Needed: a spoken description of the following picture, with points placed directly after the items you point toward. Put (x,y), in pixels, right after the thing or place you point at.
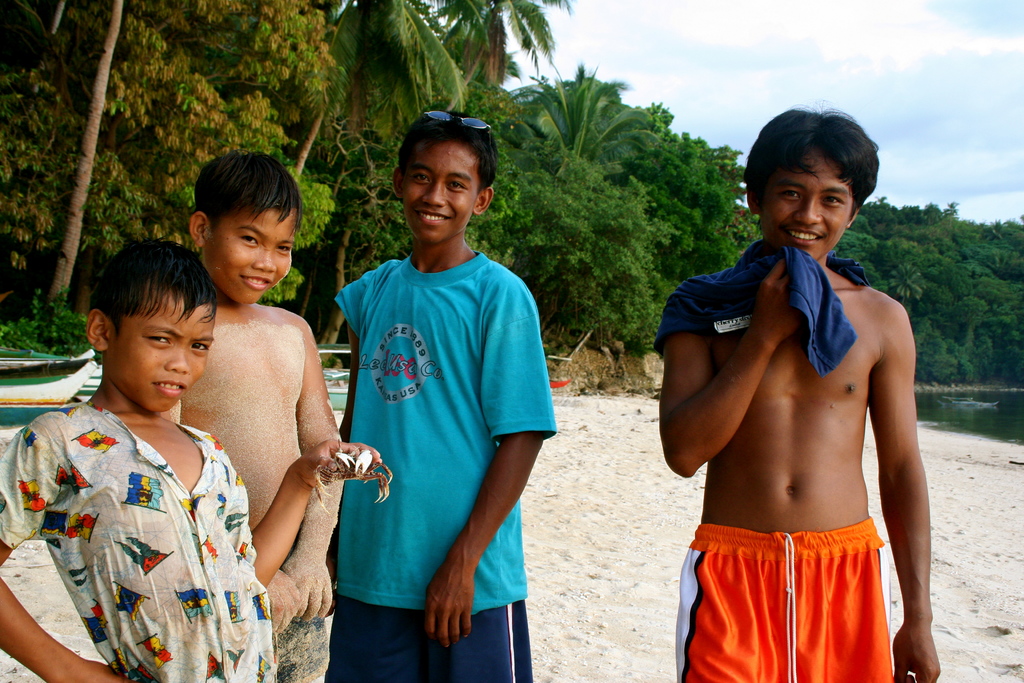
In the image there are four boys (516,363) standing on the beach (593,645) and in the back (376,135) there are trees (597,169) all over the land (641,211) with boats (49,370) on the left side (35,375) and ocean (970,435) on the right side (941,406) and above its sky (842,71) with clouds (801,57).
